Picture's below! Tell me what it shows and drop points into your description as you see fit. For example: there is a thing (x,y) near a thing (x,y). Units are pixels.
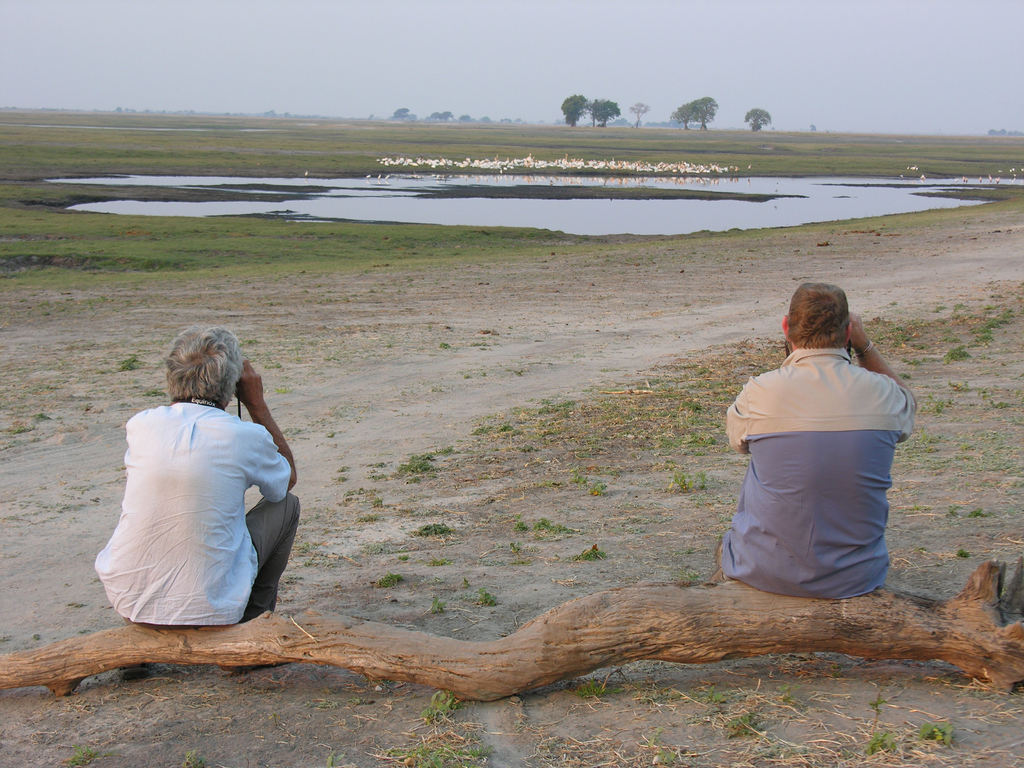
This is an outside view. Here I can see two men (825,450) are sitting on a trunk (233,651) and facing towards the back side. It seems to be they are holding cameras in their hands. In the background (551,229) there is a river (497,185) and I can see few trees (609,112). At the top (439,53), I can see the sky (375,58).
